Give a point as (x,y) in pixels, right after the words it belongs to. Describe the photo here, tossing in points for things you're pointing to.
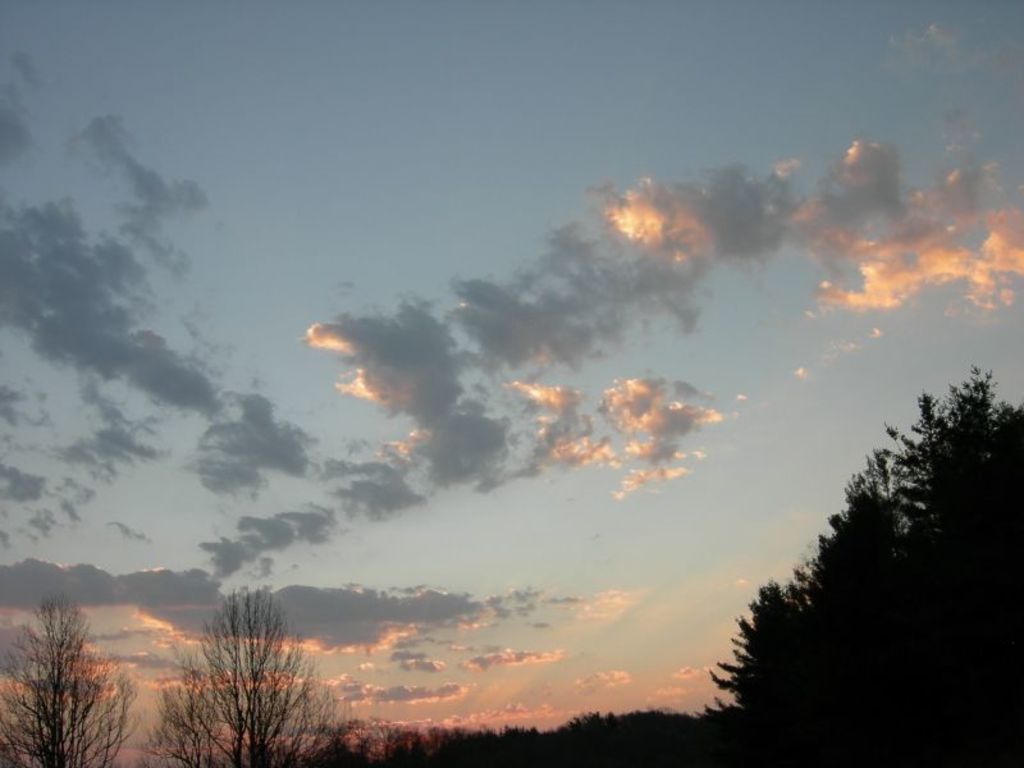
In this image we can see the blue color sky (659,525) with some clouds (201,593). And trees (989,529) at the bottom of the image (981,562).
